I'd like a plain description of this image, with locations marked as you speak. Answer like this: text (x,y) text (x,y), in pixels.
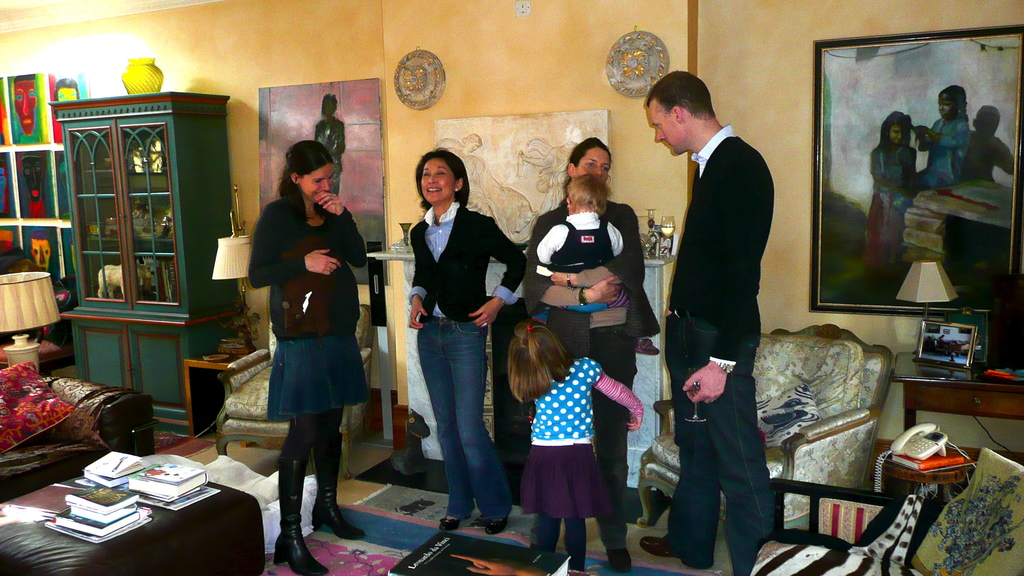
This picture describes about group of people (540,216), in front of them we can see few books (173,504), beside to them we can find few chairs (783,501), telephone (924,433), lights (5,283) and cupboards (77,267), and also we can see few paintings (328,144) on the wall (324,71).
